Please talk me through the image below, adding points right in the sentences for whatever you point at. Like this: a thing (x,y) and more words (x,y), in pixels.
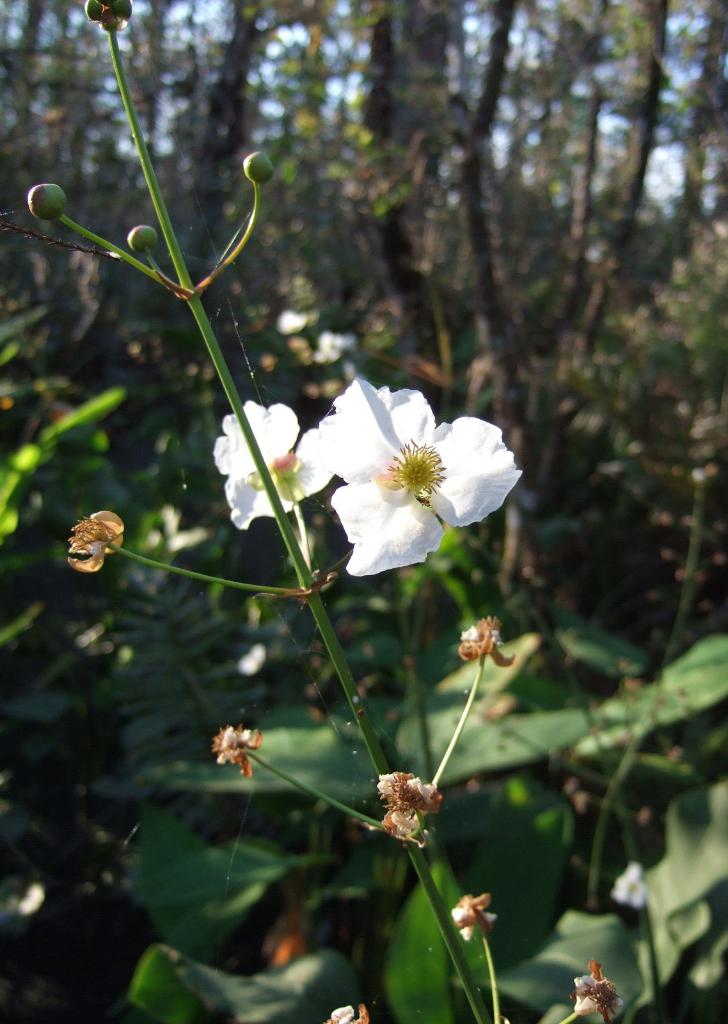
In this image there are flowers (364,492) for a plant (210,275), in the background (592,232) there are trees (381,185) and it is blurred.
